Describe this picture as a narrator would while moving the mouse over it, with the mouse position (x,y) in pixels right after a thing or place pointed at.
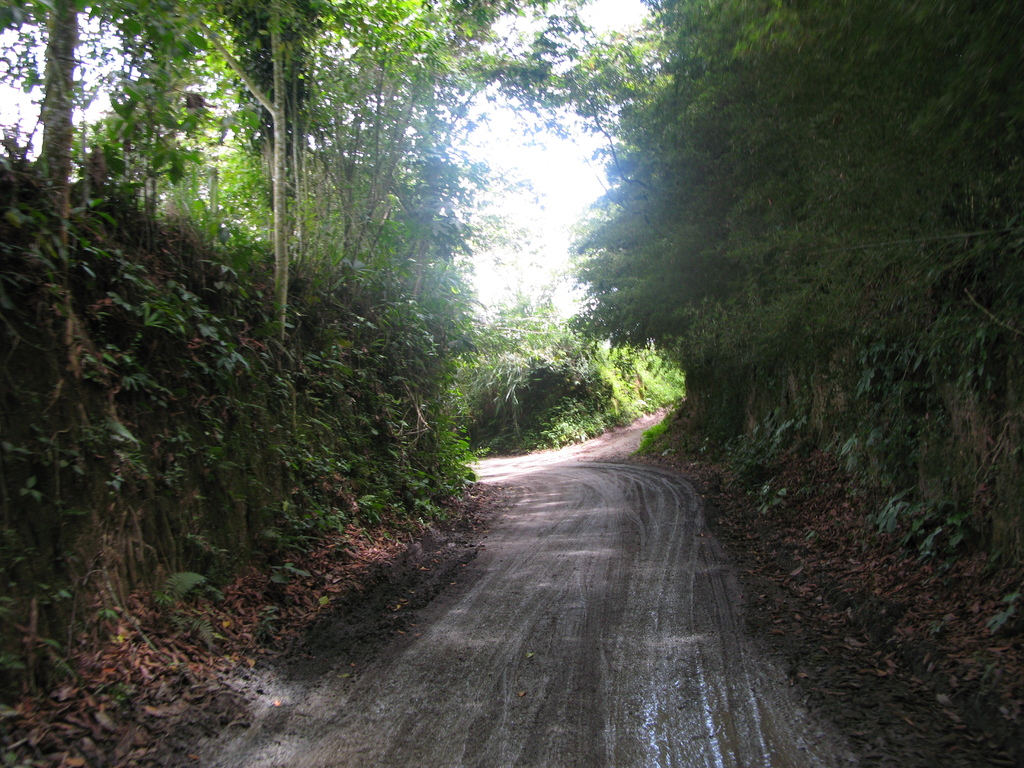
In this image I can see trees (401,116), plants (771,426) and a road (544,604). In the background (474,94) I can see the sky (487,50).
